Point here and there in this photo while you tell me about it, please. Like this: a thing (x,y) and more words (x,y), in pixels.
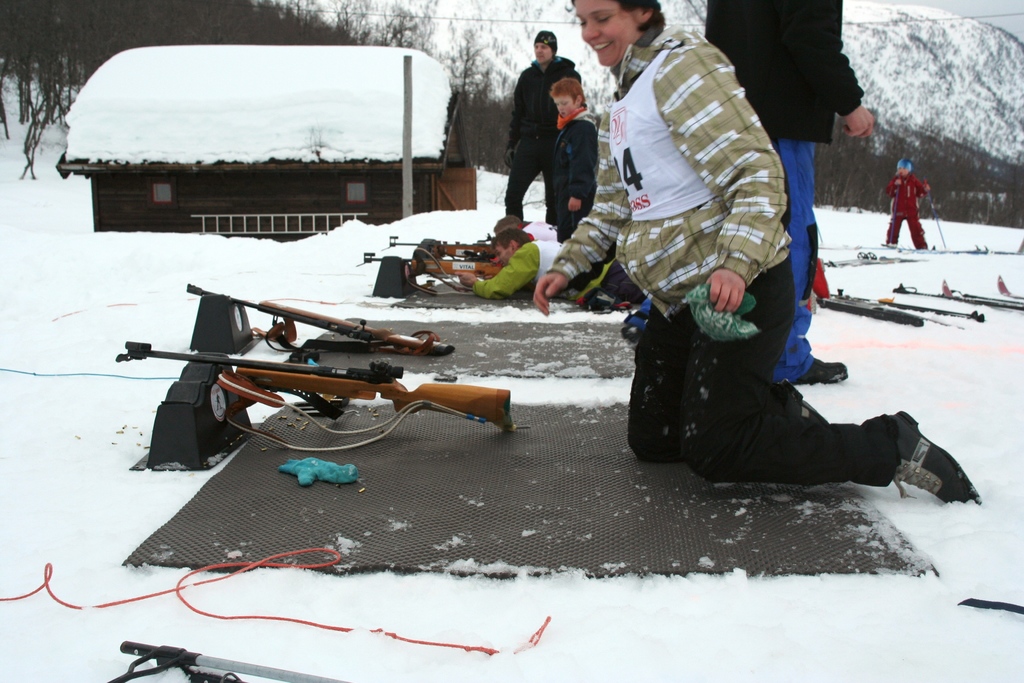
In this image there is a mat (575,516) in the middle (352,408). On the mat (336,436) there is a person (695,186) who is kneeling down on it. In front of him there is a gun (316,385) which is kept on the mat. In the background (500,261) there are few people (523,257) sleeping on the mat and looking at the gun (461,271) which is in their hands (468,285). In the background (461,183) there is house (321,177) which is covered with the snow (164,85). On the right side (1000,305) there are ski-boards (871,315) on the snow (965,357). In the background (948,77) there are snow mountains (968,67). There is a number badge (636,143) to his shirt (608,163).
